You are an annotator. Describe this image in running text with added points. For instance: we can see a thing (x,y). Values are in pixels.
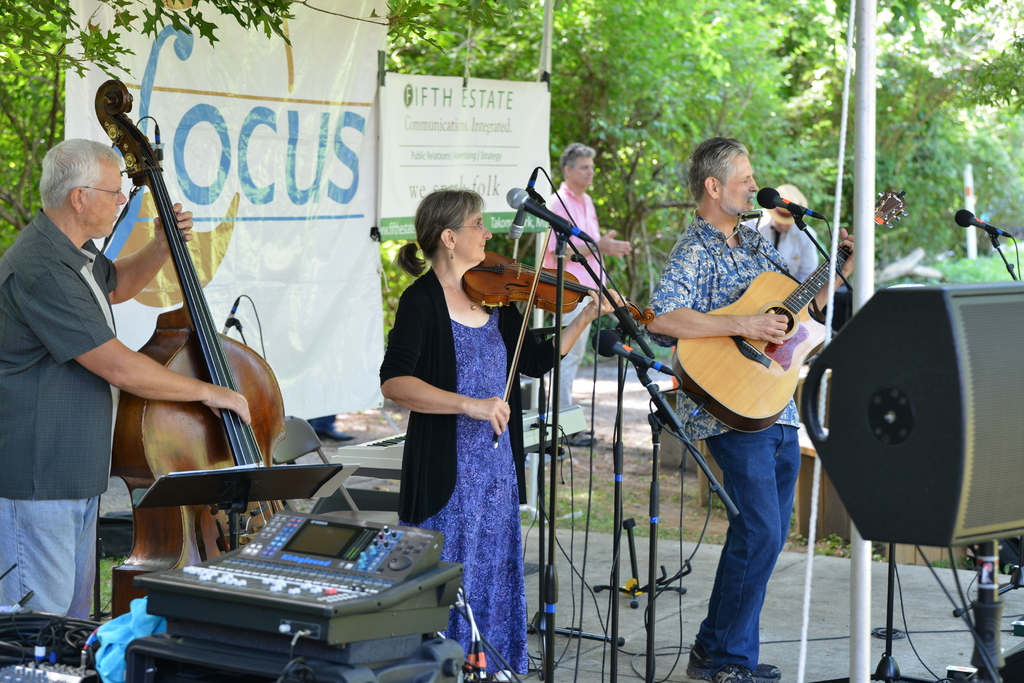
In the image there are five people (784,226) four man (742,234) and one woman (406,311). Who is holding her violin (512,294) in front of a microphone (520,217) and playing it from left side (61,290) to right side (692,259) two men's (712,272) are playing their musical instrument (761,284). On right side (794,237) there are two men (764,230) who are standing in background (405,158) there is hoardings (404,147), trees (604,26).
